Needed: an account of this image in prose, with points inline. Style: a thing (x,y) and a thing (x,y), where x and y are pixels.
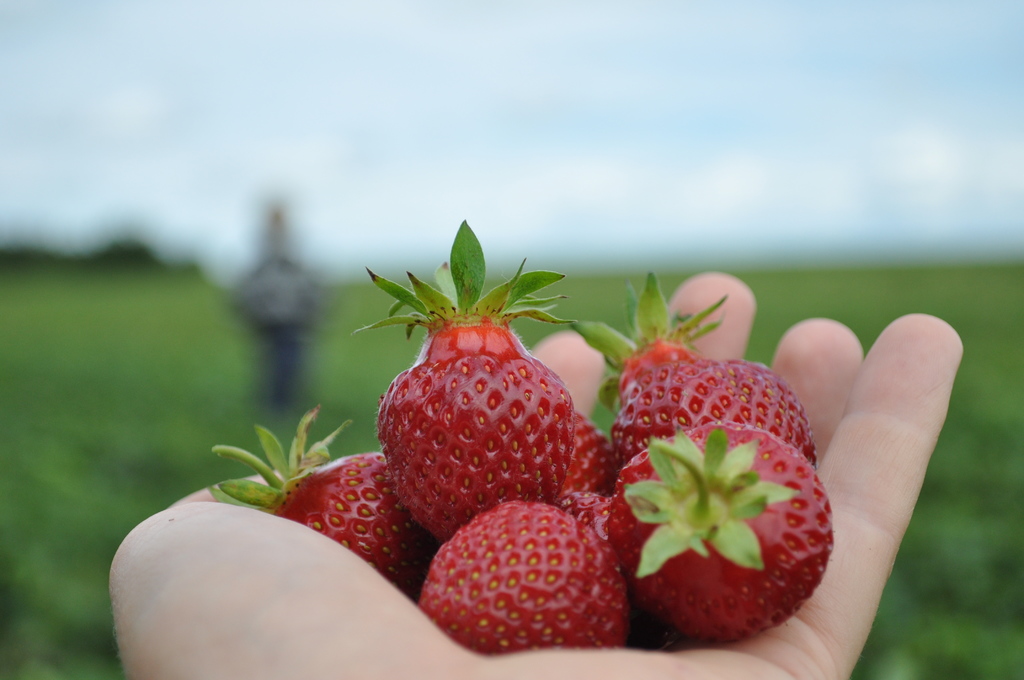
This picture is clicked outside. In the foreground (348,554) we can see the hand (247,602) of a person (862,388) holding strawberries (498,460). The background of the image (971,99) is blurry and we can see the sky (787,41) and some other objects (842,310) in the background (226,308).
